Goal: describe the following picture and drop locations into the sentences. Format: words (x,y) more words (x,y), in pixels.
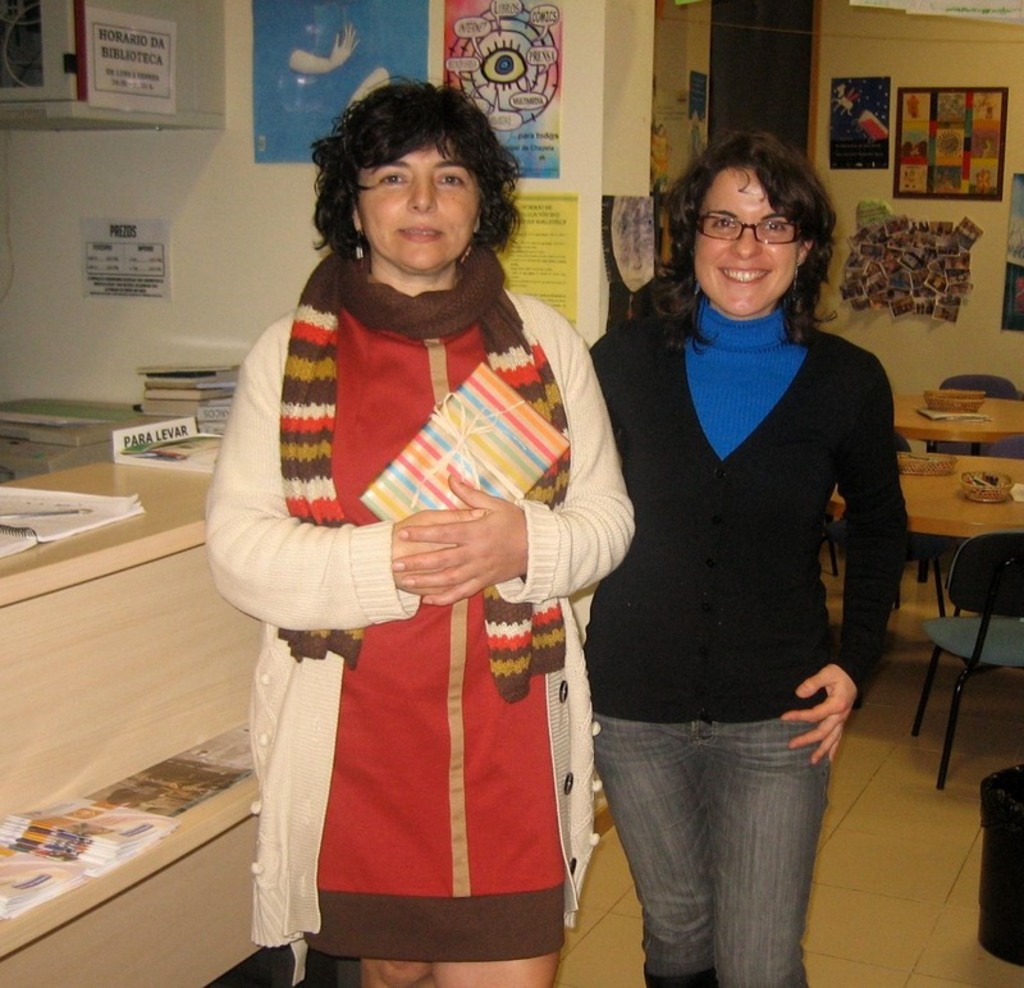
2 people (516,615) are standing in a room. behind them there are tables (988,468) and chairs (1004,447). at the left (99,610) there books (14,893) and papers (184,767) and a table (145,606). the person (561,518) at the left (325,409) is holding a gift (481,468) in her hand (459,553). behind them there is wall (936,65) on which there are photos (885,242).
